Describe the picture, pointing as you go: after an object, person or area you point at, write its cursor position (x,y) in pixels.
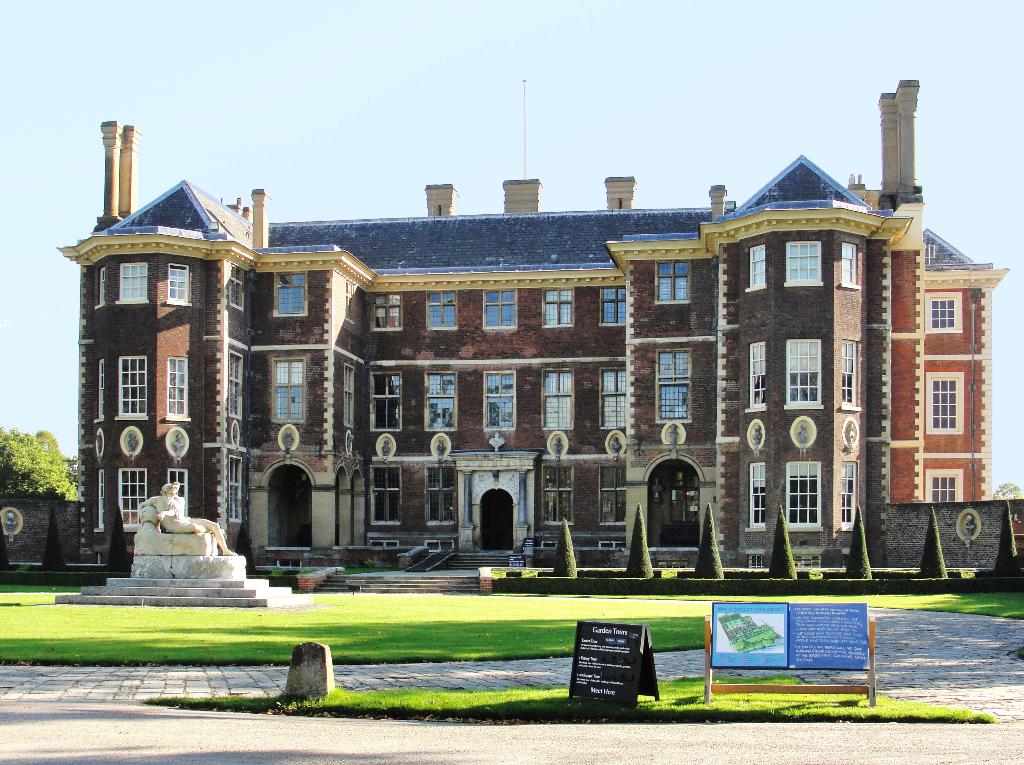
In this image, we can see a building (645,395). There is a sculpture (202,535) and plants (929,556) in front of the building (683,433). There are boards (609,659) in the bottom right of the image (766,649). In the background of the image (384,201), there is a sky (200,138).
